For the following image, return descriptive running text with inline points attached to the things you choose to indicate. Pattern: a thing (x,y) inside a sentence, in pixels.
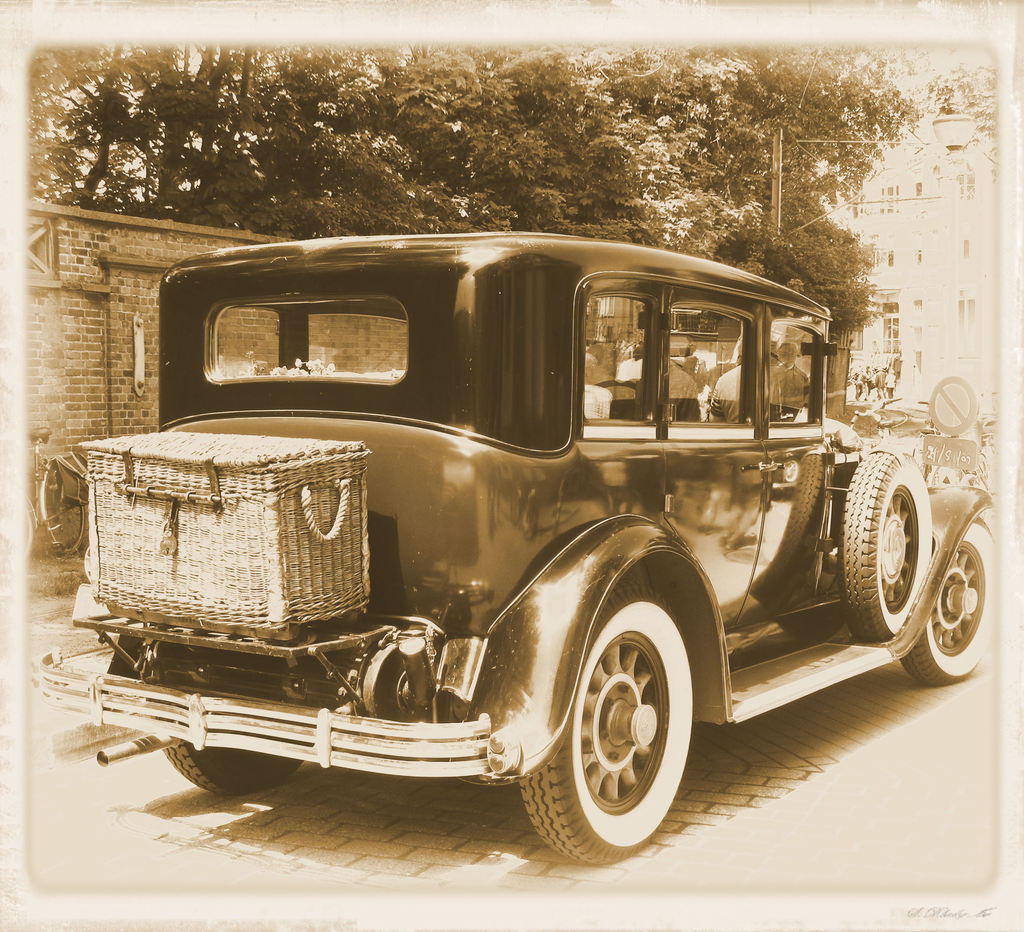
In the picture I can see a basket (241,504) it is placed here, we can see an old car (591,604) on the road (828,823), we can see the brick wall (87,297), trees (743,192), caution board (933,458) and buildings (931,206) in the background (931,206).
